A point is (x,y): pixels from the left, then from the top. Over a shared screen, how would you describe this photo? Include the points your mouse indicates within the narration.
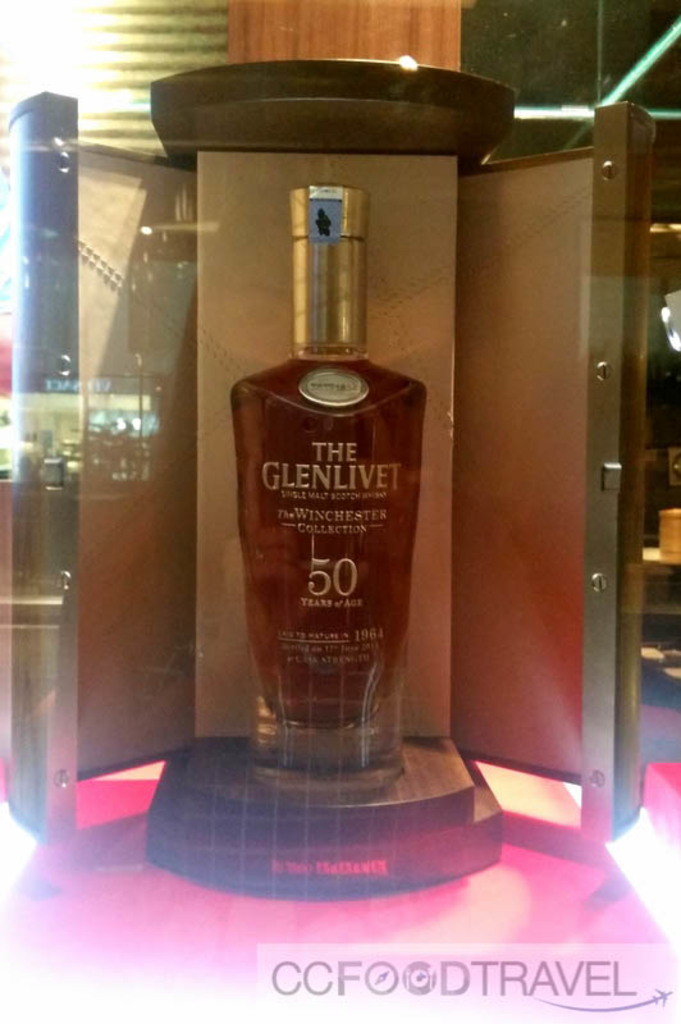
In this image I can see a whisky bottle (364,400), at the bottom (628,983) there is the water mark (382,947). On the left side (37,51) there is the light (47,51).
